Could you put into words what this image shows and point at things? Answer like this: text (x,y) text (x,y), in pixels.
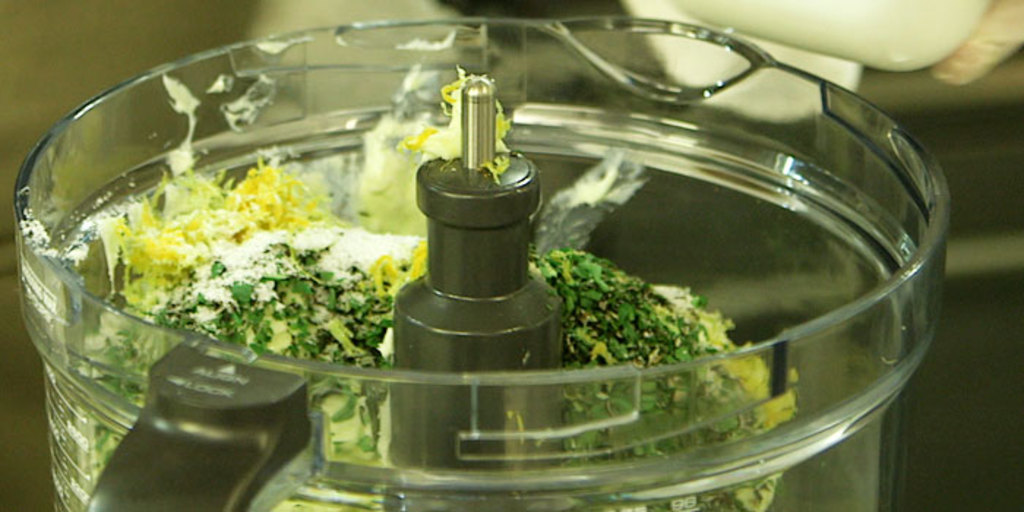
This is a zoomed in picture. In the foreground (551,33) there is a container (225,384) containing some food items (182,241). In the background (917,9) we can see some other items (791,9).
